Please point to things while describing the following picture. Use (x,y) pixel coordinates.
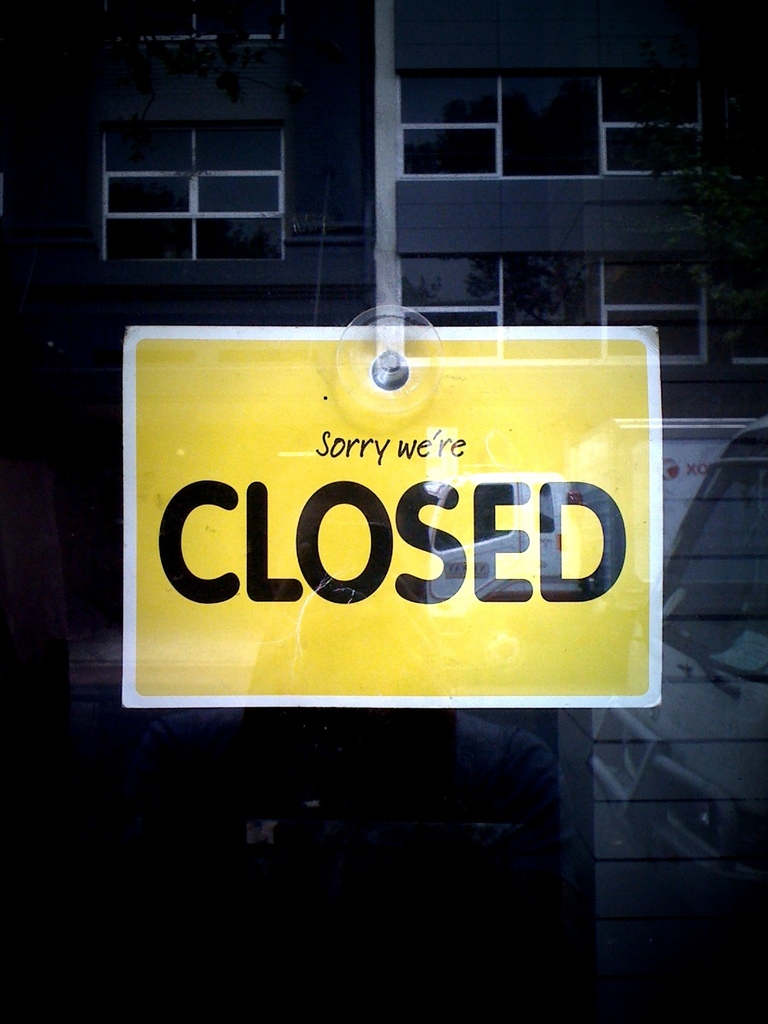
In this image there is a display board (375,448), behind the board (408,426) there is a building (435,170).
